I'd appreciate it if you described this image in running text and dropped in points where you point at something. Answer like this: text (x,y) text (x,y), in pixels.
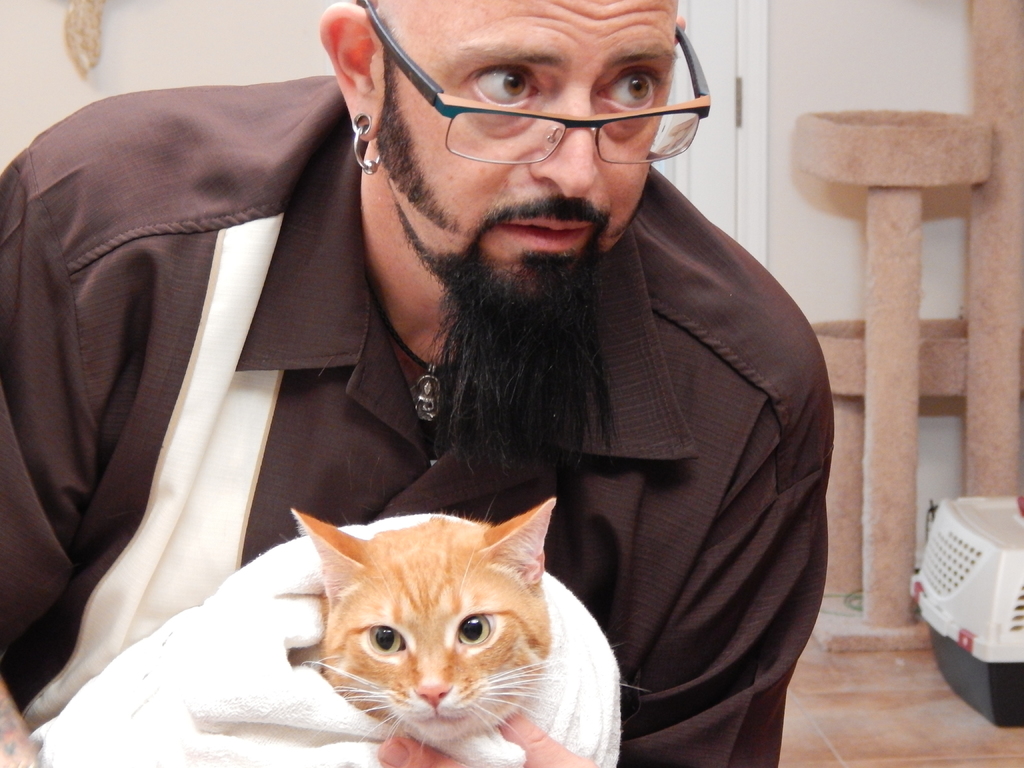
This is the picture of a man (461,423) with beard (485,453) holding a cat (448,608) with white towel (204,689). Background of this man (562,358) is a door (721,81) and wall (799,58). On the floor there is a cage (967,608).
